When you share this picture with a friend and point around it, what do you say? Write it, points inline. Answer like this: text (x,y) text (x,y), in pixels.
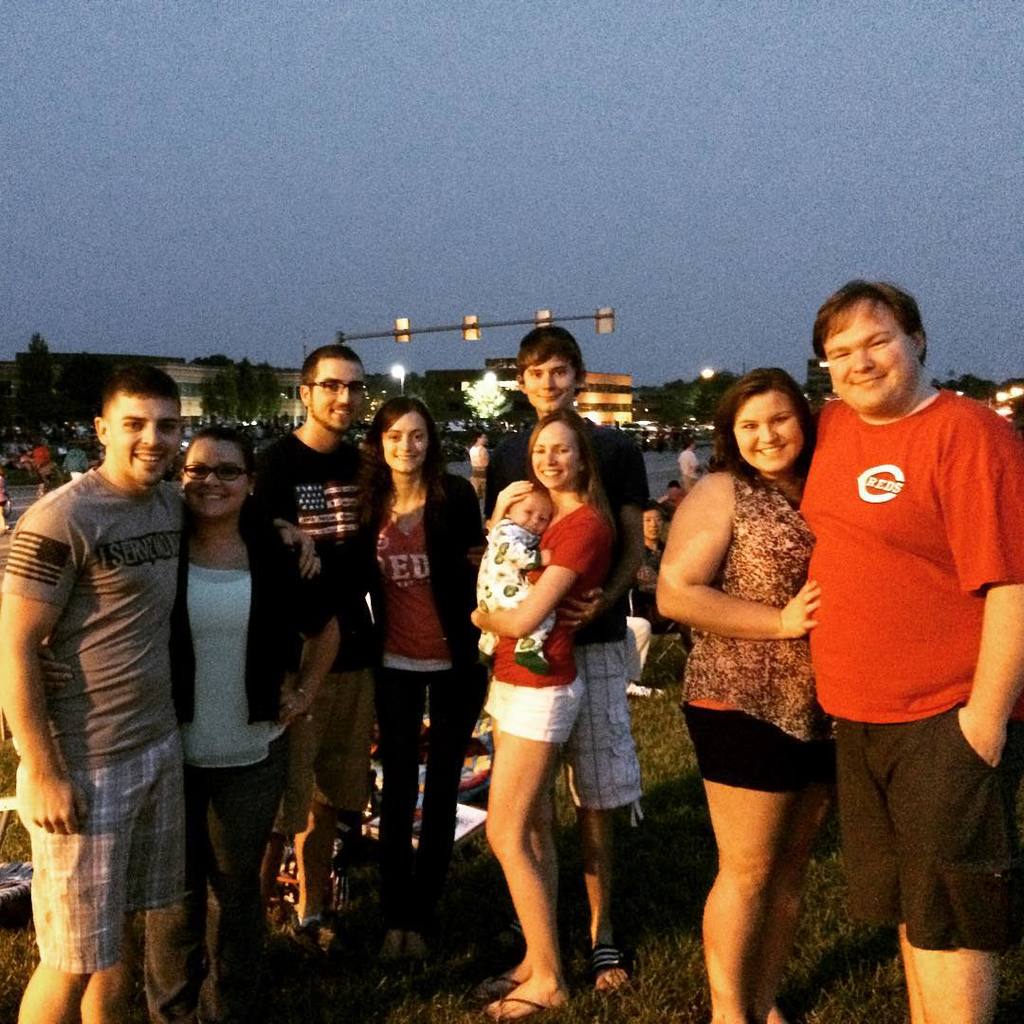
In this image we can see a group of people (345,613) standing. In that a woman (545,715) is carrying a baby (508,600). We can also see grass (657,891), some objects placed on the ground (665,934) and some people (657,511) sitting. On the backside (605,252) we can see a group of people (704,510), buildings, road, poles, lights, a group of trees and the sky (595,262) which looks cloudy.
